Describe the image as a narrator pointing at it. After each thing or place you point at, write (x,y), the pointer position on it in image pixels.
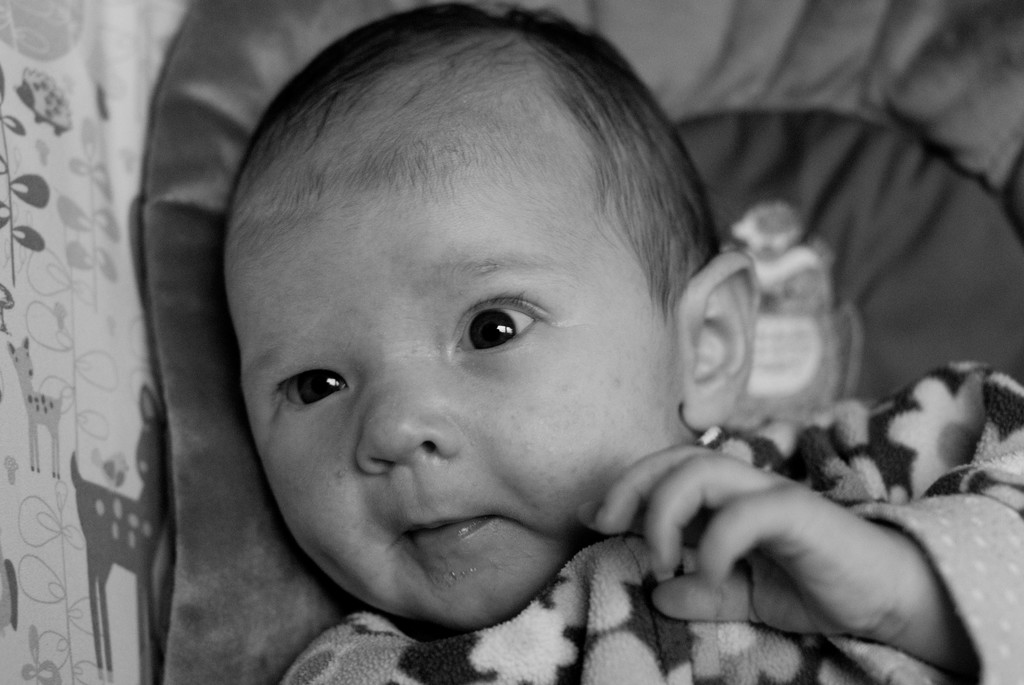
In this image we can see a baby (648,337) lying on the bed (740,173), there are animal pictures (90,526) on the cloth (88,175), and the picture is taken in black and white mode.
